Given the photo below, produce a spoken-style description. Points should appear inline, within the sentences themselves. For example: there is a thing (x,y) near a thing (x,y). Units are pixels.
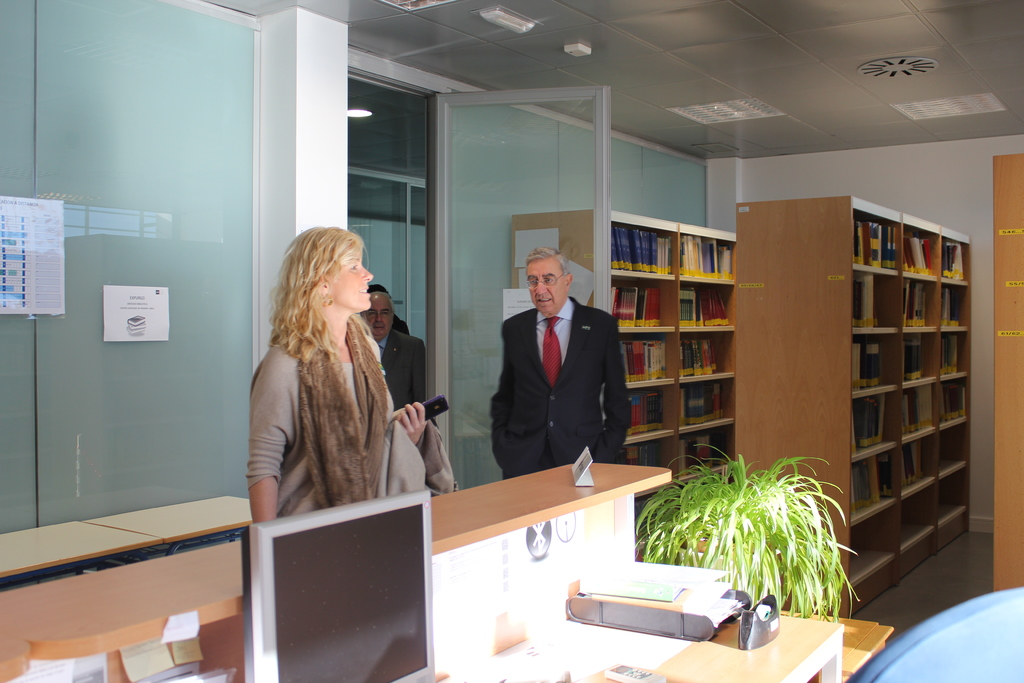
In this picture there is a woman (325,406) and a man (528,398) standing. In front of a desk (550,499), there is a monitor (357,623), plant (786,541), placed on the table (580,635). In the background (882,273) there is a shelf (833,438) in which some books (855,353) were placed. And we can observe a wall (159,206) here.
